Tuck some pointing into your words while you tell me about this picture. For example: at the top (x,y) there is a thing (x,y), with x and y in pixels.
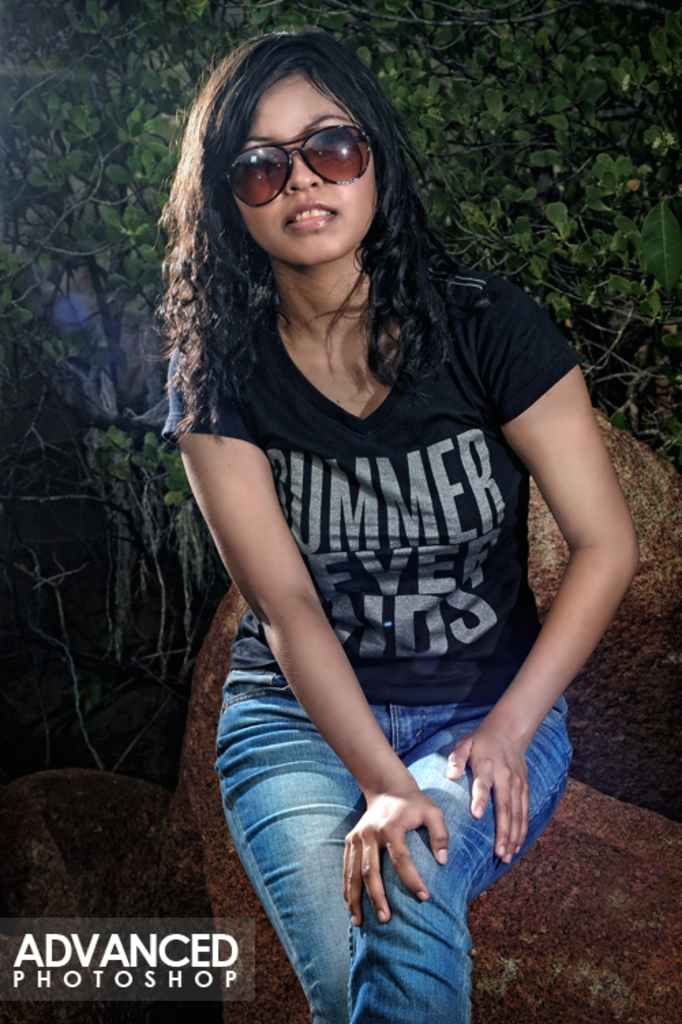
This is the image of a person (240,440) sitting, she is wearing a black t-shirt (413,621) and she has black hair (374,96). There are leaves (681,336) in the background (573,58).
